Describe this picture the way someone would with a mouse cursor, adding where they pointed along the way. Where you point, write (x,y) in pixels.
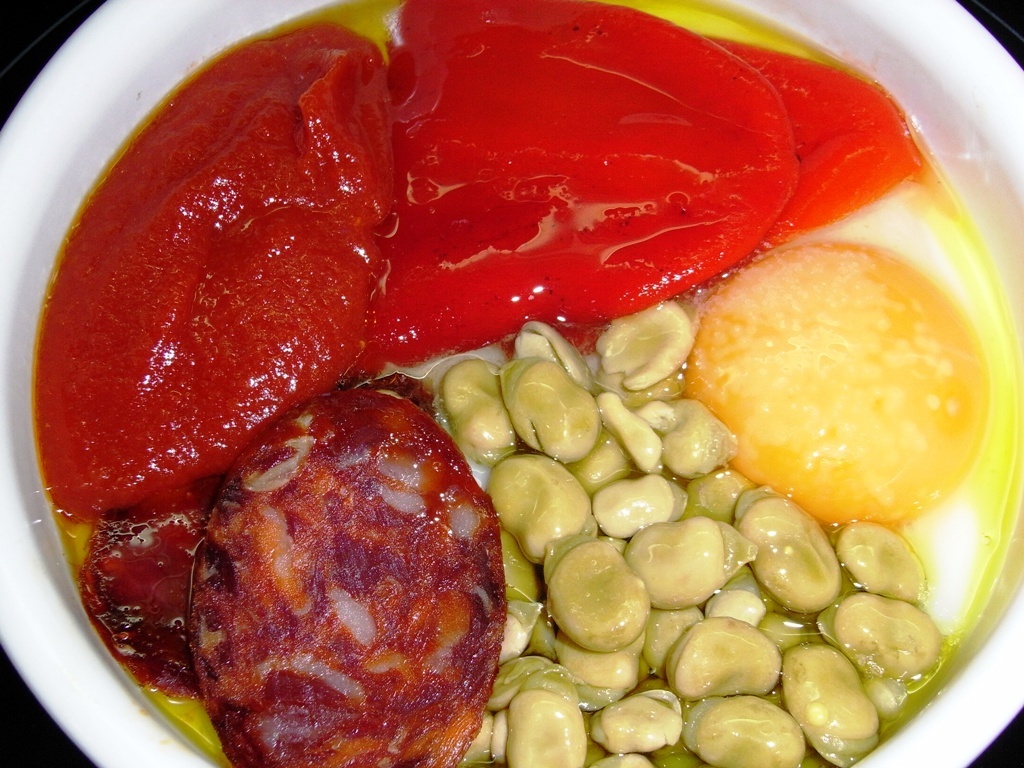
In this image there are some food items (551,442) are kept in white colored bowl (145,65).
